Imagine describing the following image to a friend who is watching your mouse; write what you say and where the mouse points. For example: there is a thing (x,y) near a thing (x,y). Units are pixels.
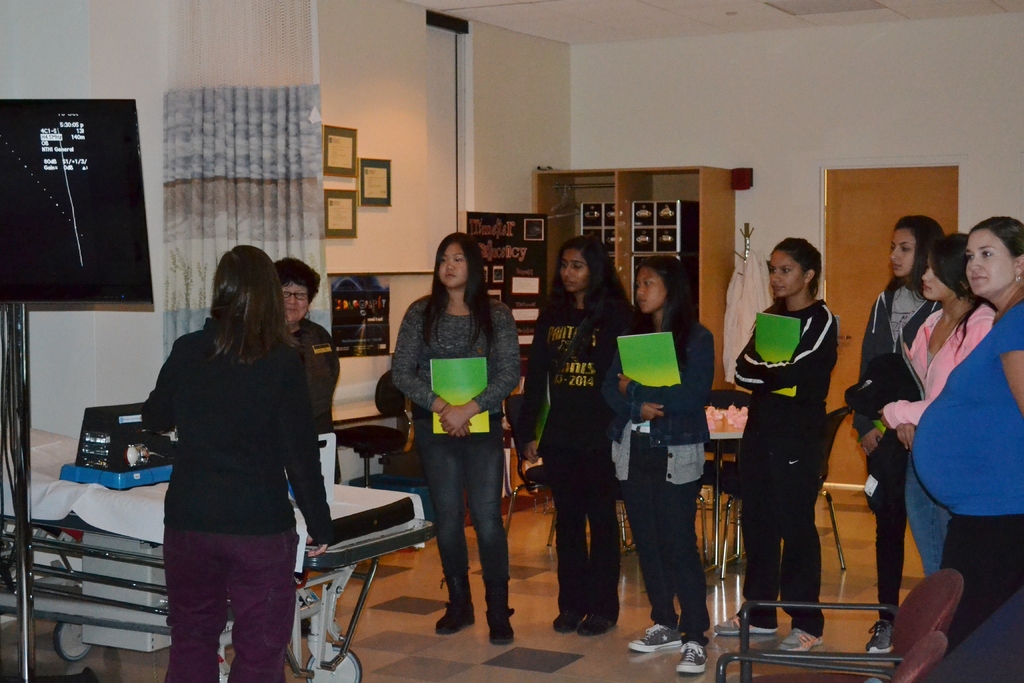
In the picture we can see inside the house (781,84) with few women (665,561) are standing and holding green color books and in front of them we can see a stretcher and a woman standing near it and on the stretcher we can see a material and a screen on top of it and beside it we can see a curtain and behind it we can see a wall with some photo frames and near the women (750,564) we can see some chairs (914,640).
